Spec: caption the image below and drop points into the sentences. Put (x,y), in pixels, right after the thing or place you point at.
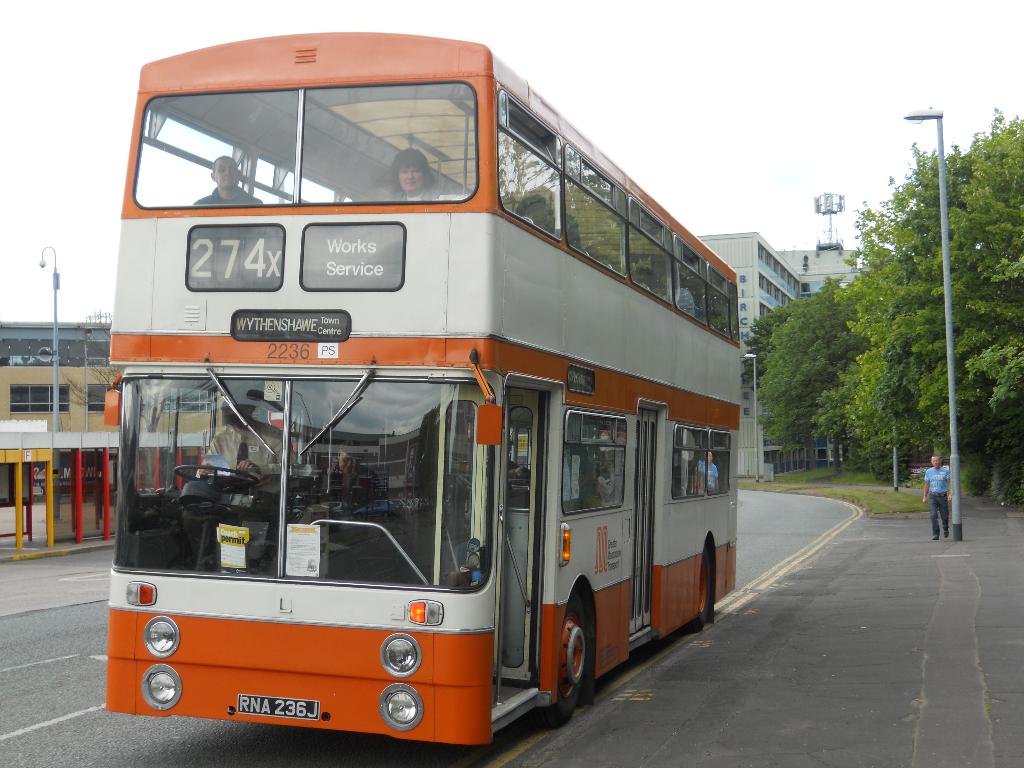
In the picture we can see a double Decker bus (249,706) with orange and white in color with windows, wind shield (176,418) and glasses (163,158) to it and in the bus (139,142) we can see people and beside the bus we can see a path (739,671) and far away from it we can see a man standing near the pole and the pole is with street light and behind it we can see a grass surface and many trees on it and behind it we can see some buildings (761,274) and on the other side of the bus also we can see pole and the building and in the background (500,6) we can see the sky (500,6).
